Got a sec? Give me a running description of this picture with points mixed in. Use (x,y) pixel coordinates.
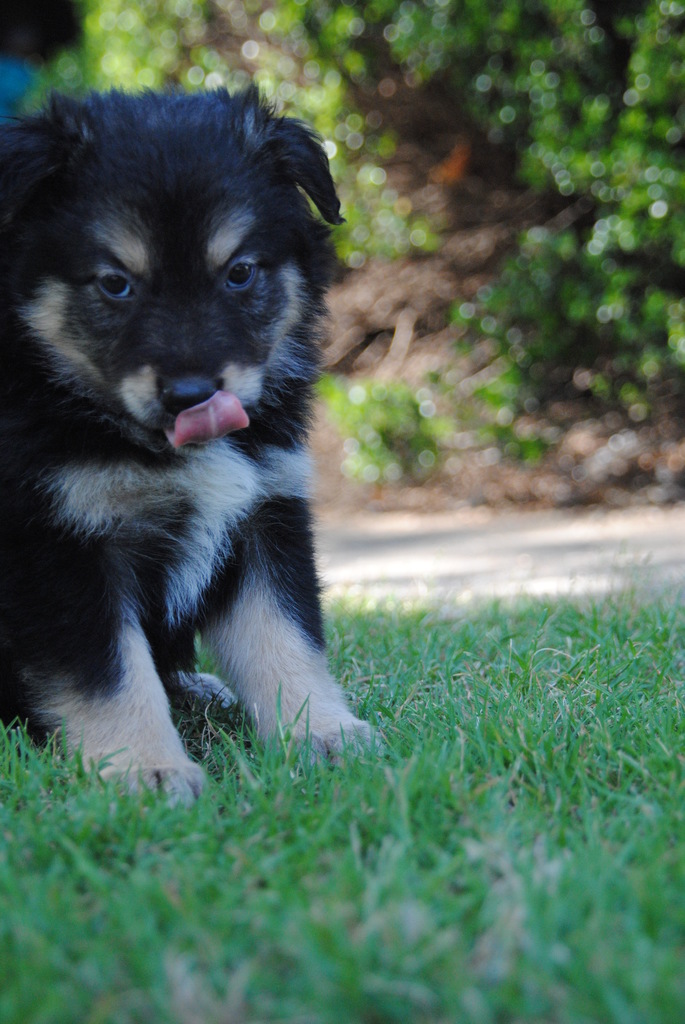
In this image, I can see a dog (128,722) sitting on the grass (306,878). The background (491,489) looks blurry.
